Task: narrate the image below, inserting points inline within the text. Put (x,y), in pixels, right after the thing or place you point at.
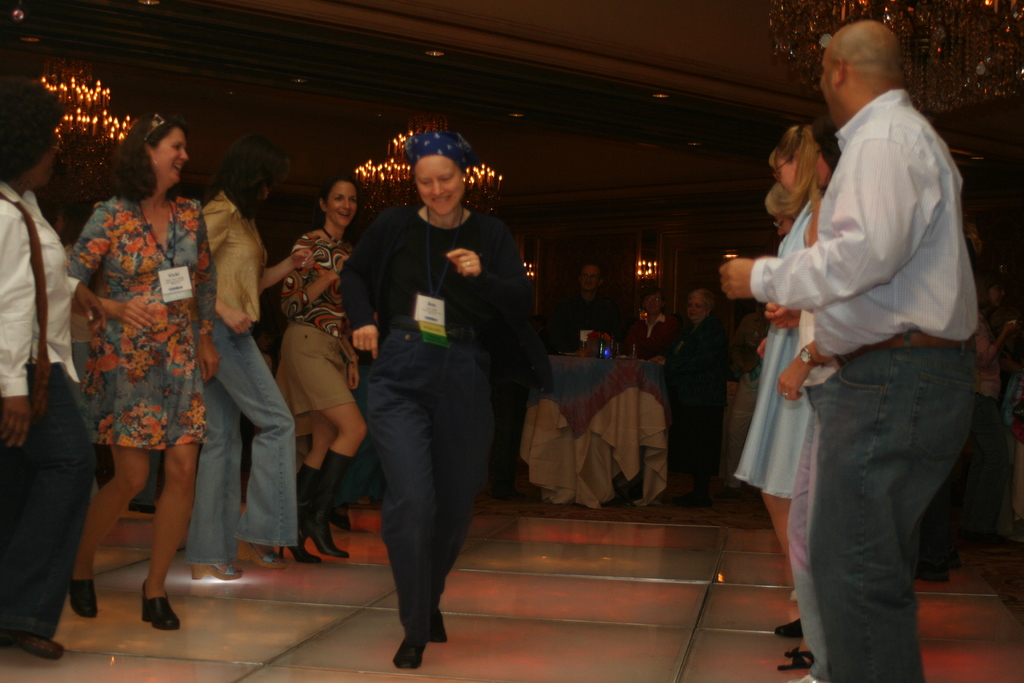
This is an image clicked in the dark. In the middle of the image (437,290) there is a woman (435,406) dancing on the floor (586,594). On the right (861,319) and left side of the image (148,406) I can see few people (840,345) are dancing by looking at this woman (423,445). In the background (579,385) there is a table (596,386) which is covered with a cloth (558,432) and I can see few objects (601,358) on it and also there are few people (666,330) standing. The background (656,106) is dark.
